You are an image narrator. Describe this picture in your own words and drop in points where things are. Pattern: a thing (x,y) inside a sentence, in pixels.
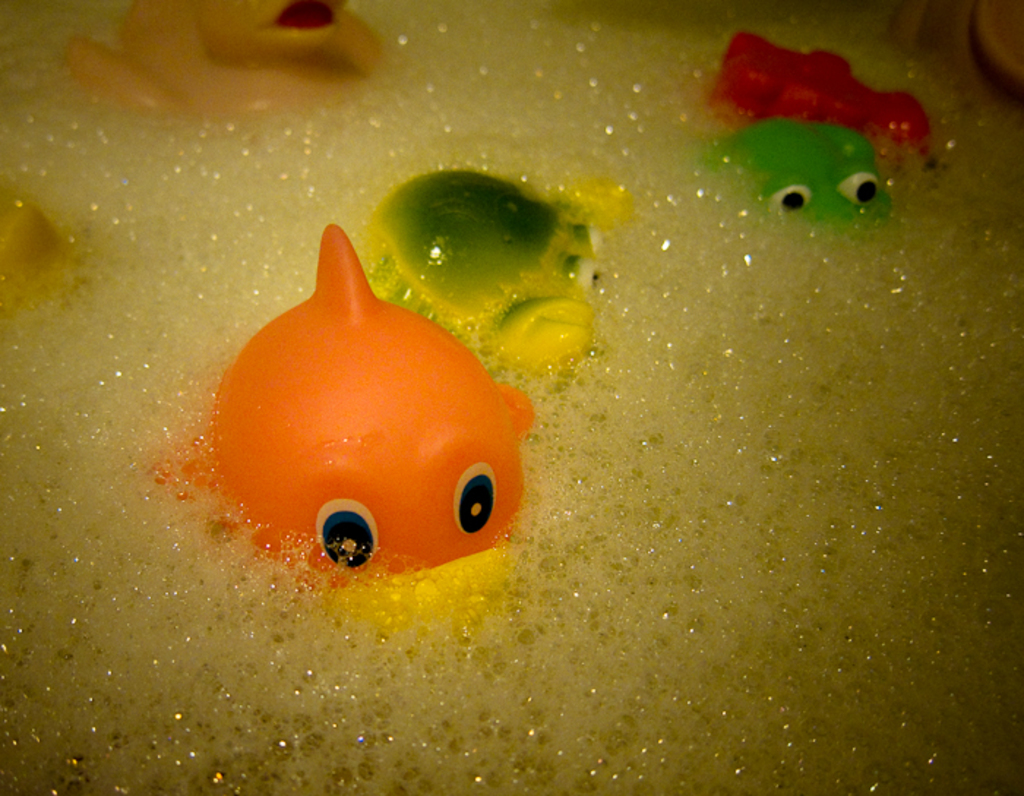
In this image we can see some toy fishes (226,427) in the water (682,229).
